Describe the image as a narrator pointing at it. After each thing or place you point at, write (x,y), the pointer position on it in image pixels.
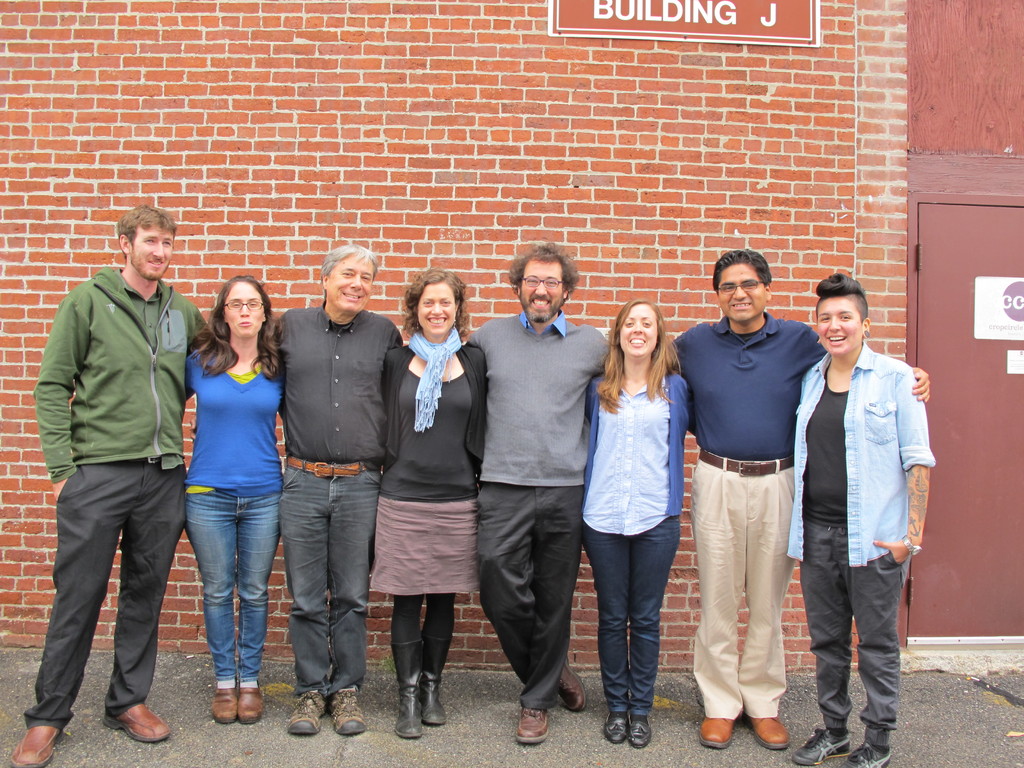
In the center of the image (416,374) we can see people (579,353) standing. In the background (647,253) there is a wall (689,231) and we can see a door (964,440).
